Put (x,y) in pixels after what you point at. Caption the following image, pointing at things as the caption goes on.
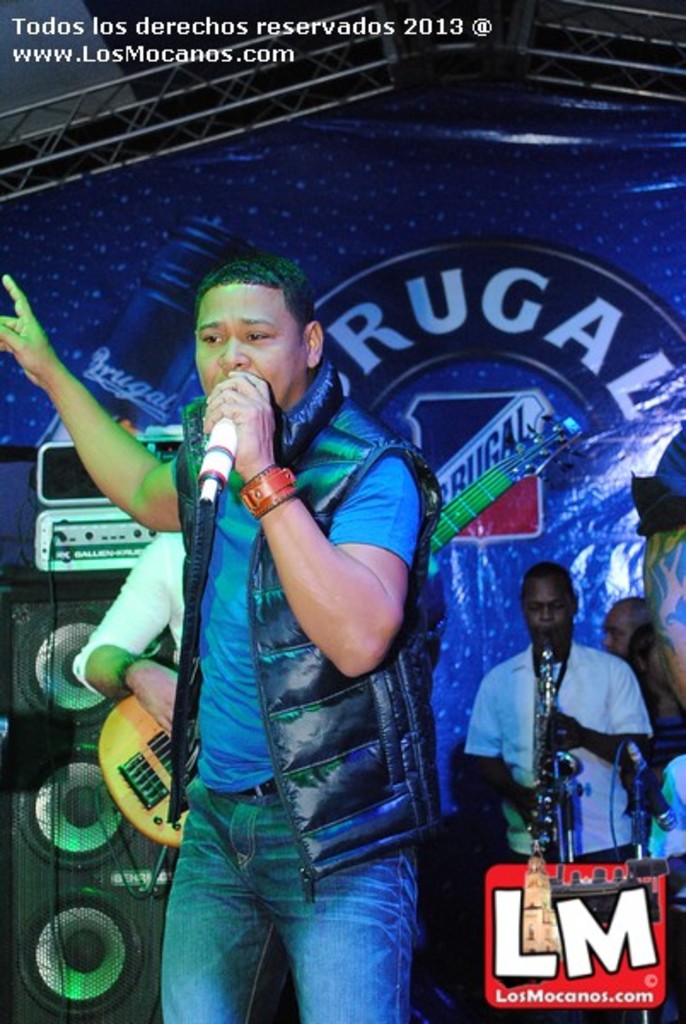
In the image in the center (293,591) we can see a man (299,598) he is singing and holding microphone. Back of him we can see some more people (596,705) one is playing saxophone (554,698) and other one is playing the guitar (137,746). And back of them they were some musical instruments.
